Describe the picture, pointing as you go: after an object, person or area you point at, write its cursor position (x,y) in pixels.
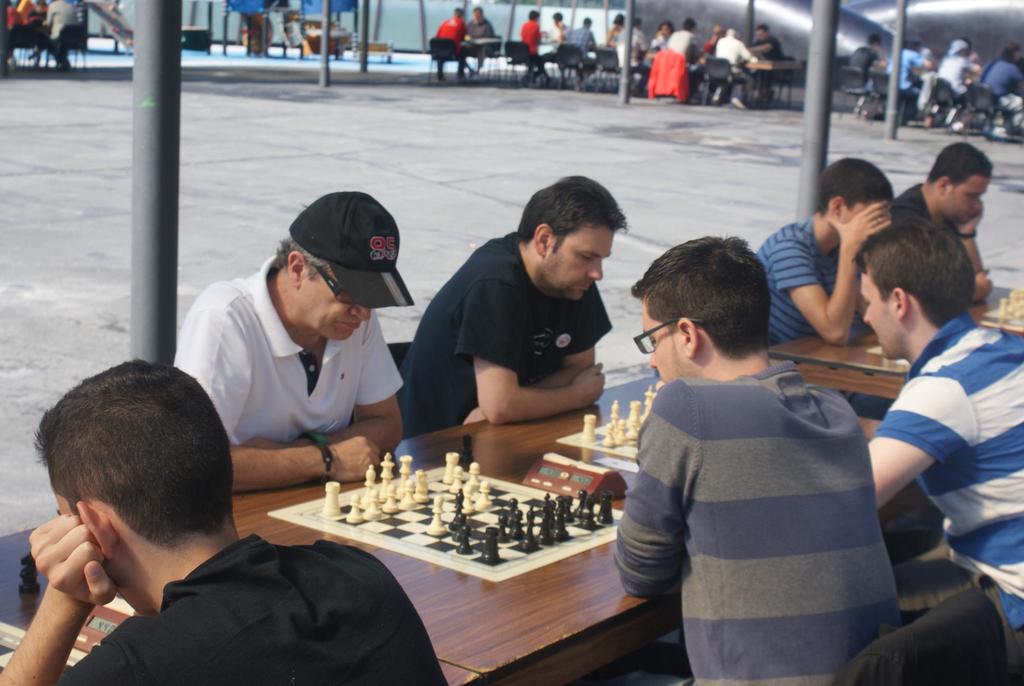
It is an open space (472,115), lot of people (552,345) sitting over here the people (438,411) are playing chess (459,473) it looks like the other people (739,99) who are far away from here are also playing chess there are poles (172,165) backside to the people (539,215), there is a lot of space (505,93) in between one table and the other table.
